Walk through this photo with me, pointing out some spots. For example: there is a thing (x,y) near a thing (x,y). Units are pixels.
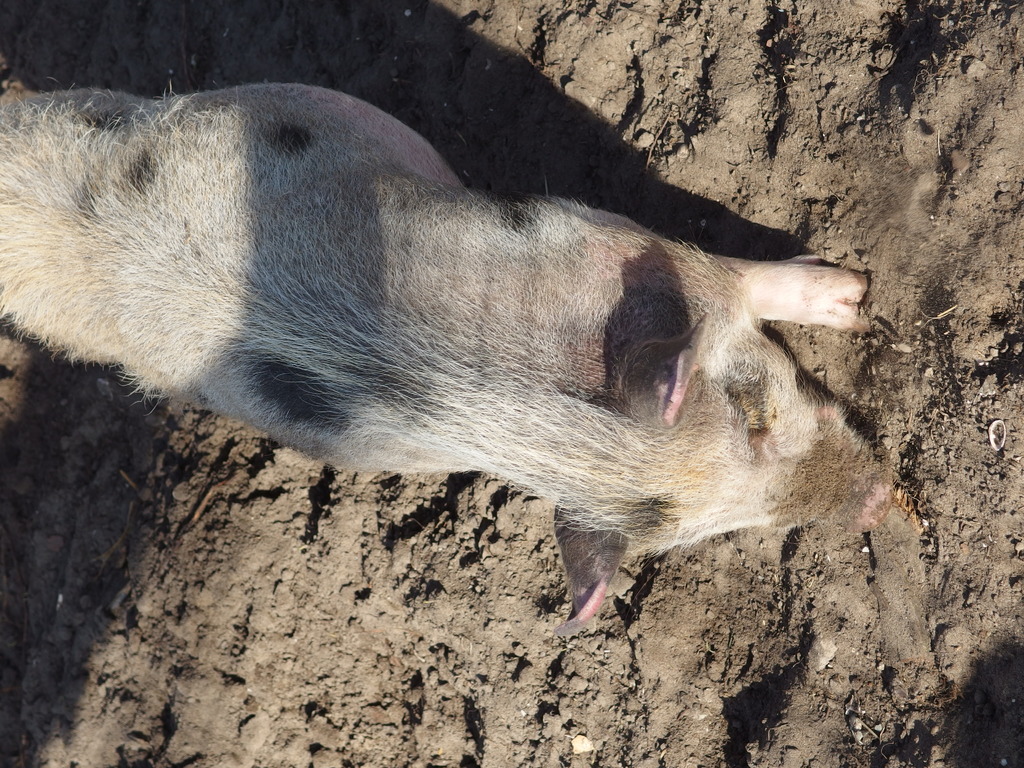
In the center of the image (529,363) we can see a pig (529,363). In the background of the image (923,706) we can see the mud (413,619).
